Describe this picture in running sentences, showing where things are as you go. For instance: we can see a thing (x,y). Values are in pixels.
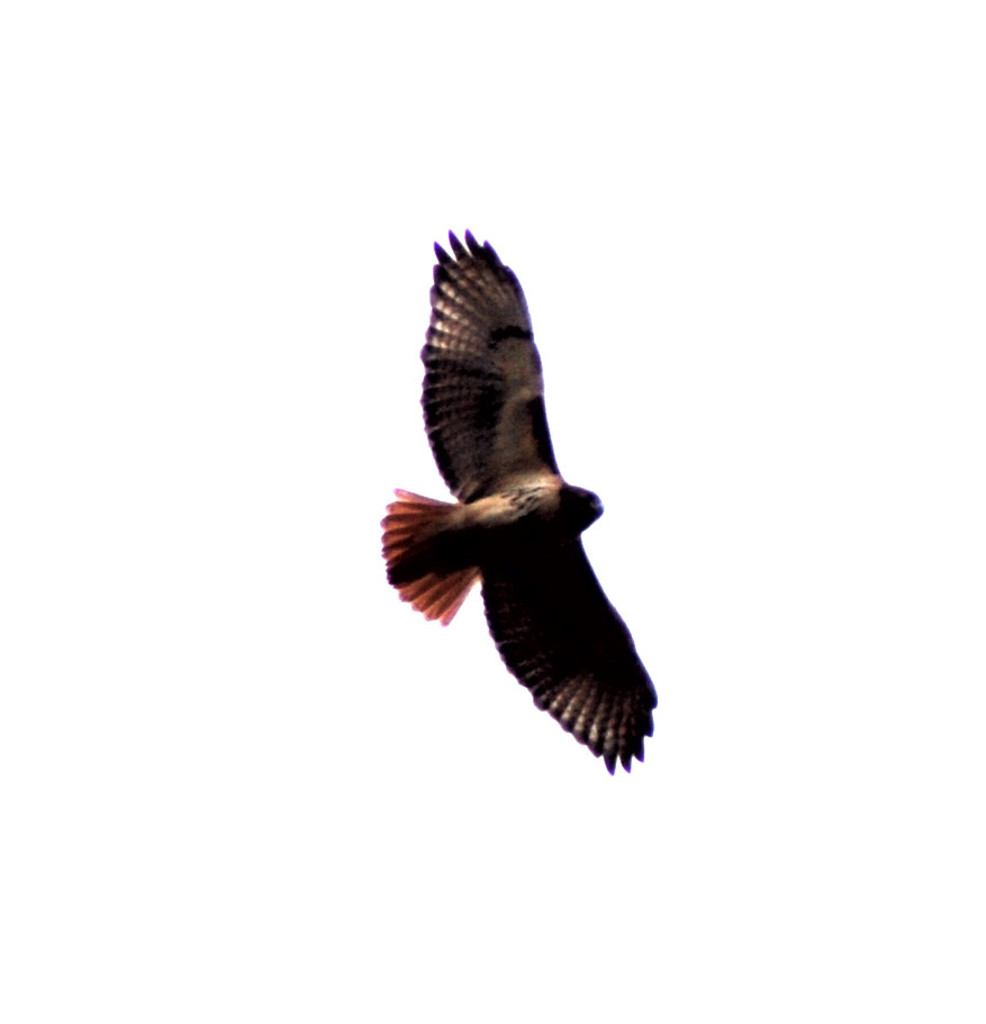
In the image we can see a bird (465,573) flying and the bird (458,576) is brown in color.
